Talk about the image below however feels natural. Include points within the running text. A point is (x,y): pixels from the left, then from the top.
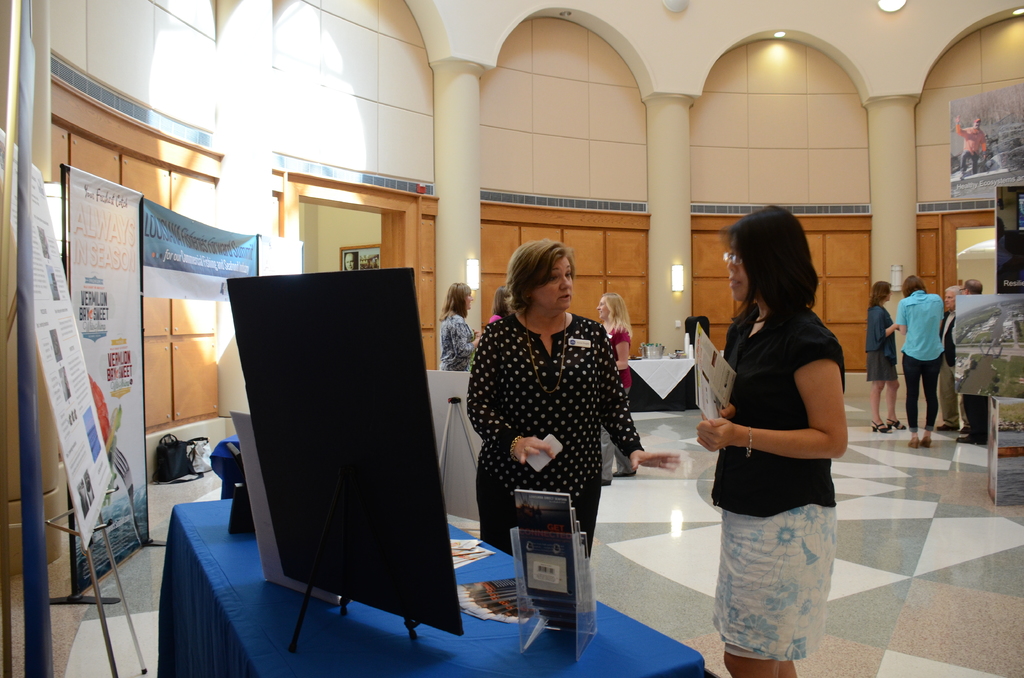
In this image I can see people (523,390) are standing. Here I can see some tables (455,635) on which I can see boards (301,513) and other objects (470,613). In the background (214,365) I can see pillars (472,203), lights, wall (421,160) and which has some objects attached to it and banners (88,376) on the floor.
